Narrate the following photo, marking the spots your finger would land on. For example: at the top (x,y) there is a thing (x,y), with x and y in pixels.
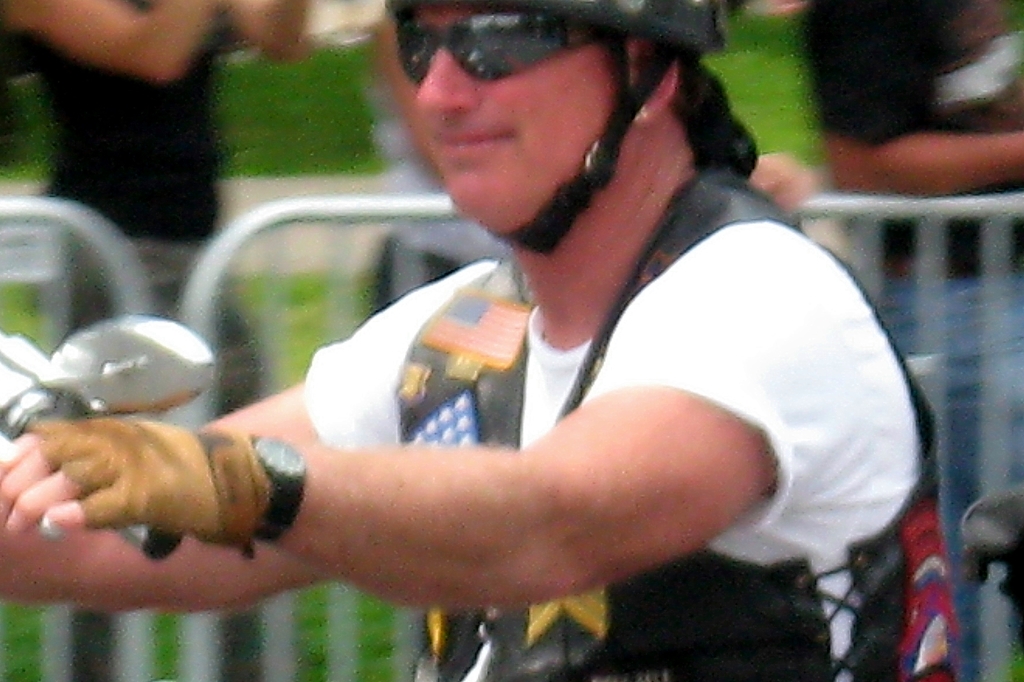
In this image we can see a person (448,329) wearing a helmet (571,212) and riding a bike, there are some people (855,13) standing and also we can the railings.
